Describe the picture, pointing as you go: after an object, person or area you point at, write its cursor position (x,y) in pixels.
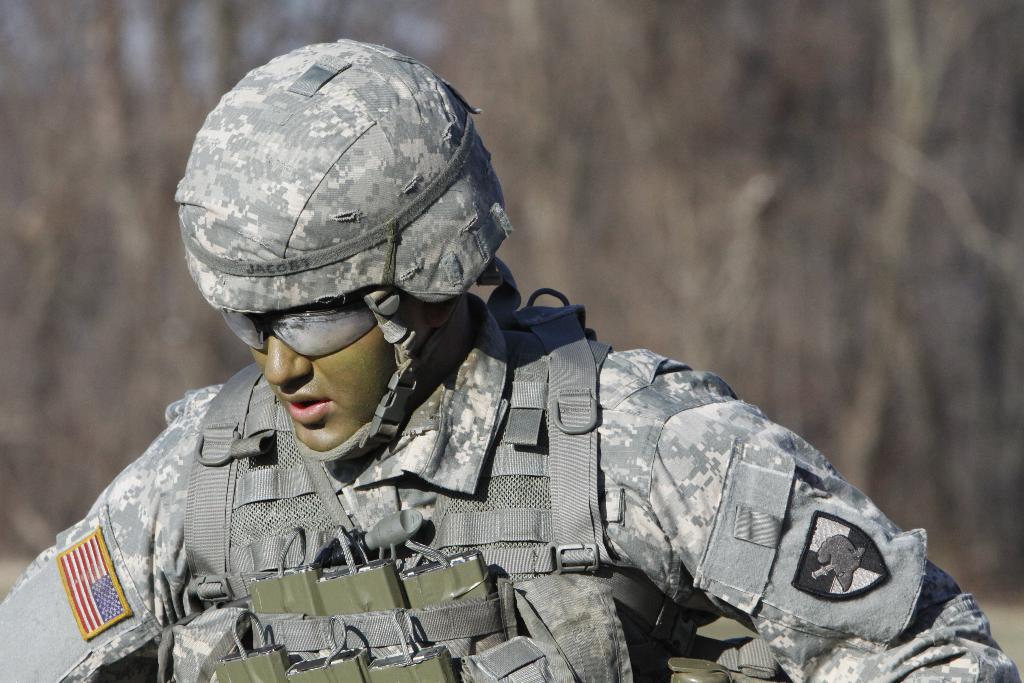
This picture is clicked outside. In the foreground (197,577) we can see a person (584,397) wearing uniform (674,473), helmet (344,171) and goggles (308,339). The background of the image (919,117) is blurry. In the background (91,249) we can see there are some objects (579,205).
